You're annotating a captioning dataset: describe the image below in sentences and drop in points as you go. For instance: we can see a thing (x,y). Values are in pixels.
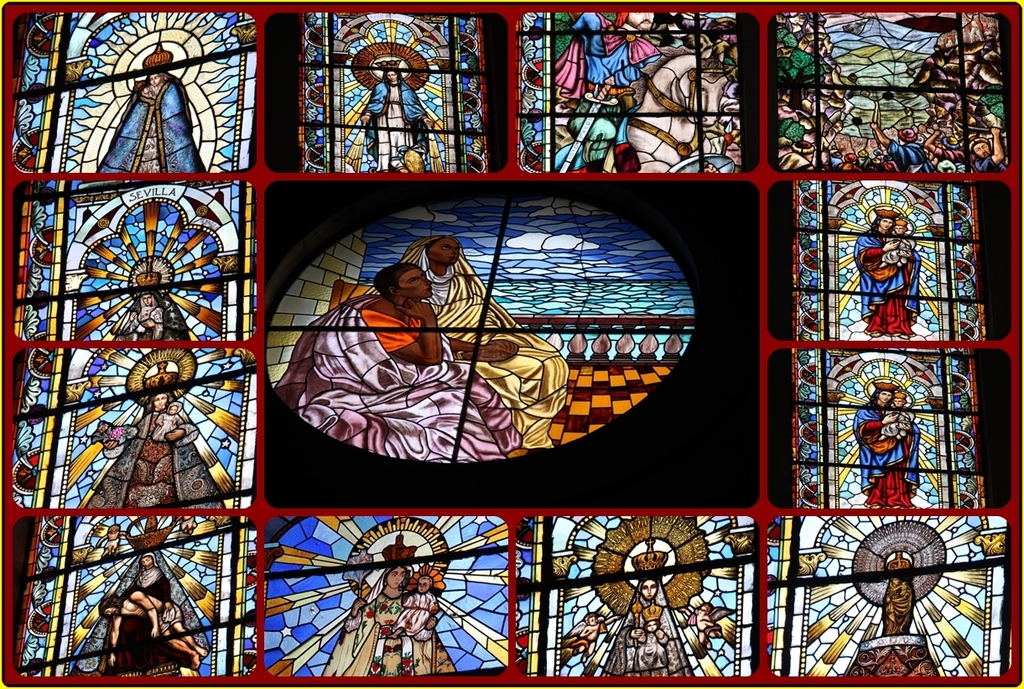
In this image we can see there is a christian art (196,46) on the glass (927,526).
